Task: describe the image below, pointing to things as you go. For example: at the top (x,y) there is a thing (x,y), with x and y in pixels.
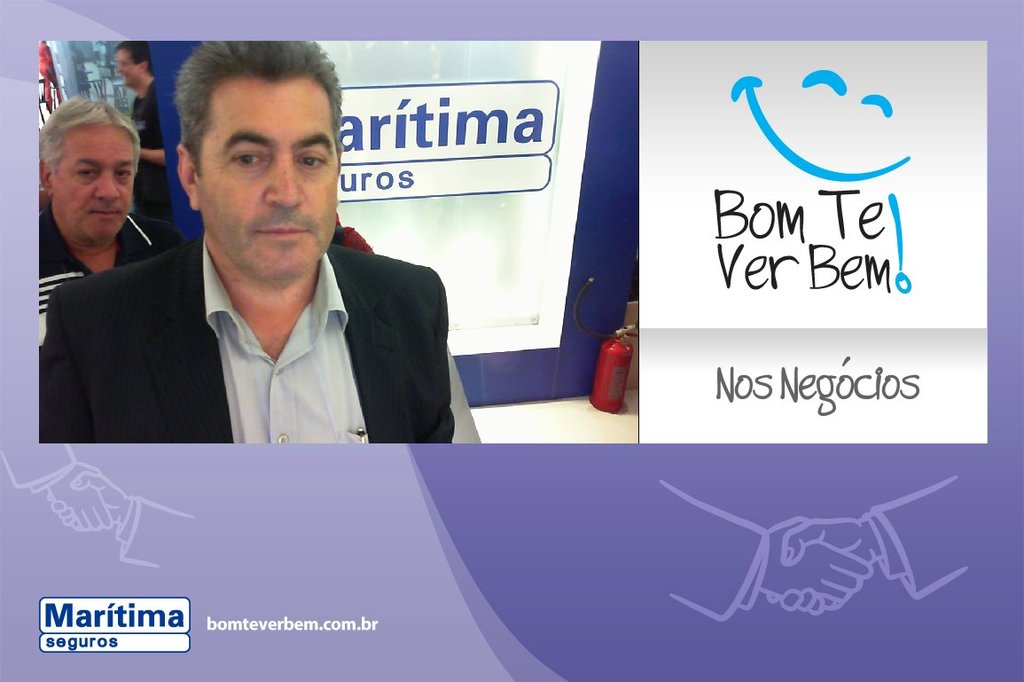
In this image there are some persons (216,284) boards (413,208), cylinder (631,344) and some objects (635,329), and on the right side of the image (837,261) there is text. And at the bottom of the image (723,568) there is an animation (825,546) of persons hands (821,571) who are shaking their hands (781,579) with each other, and at the bottom of the image (152,634) there is text (273,627).
